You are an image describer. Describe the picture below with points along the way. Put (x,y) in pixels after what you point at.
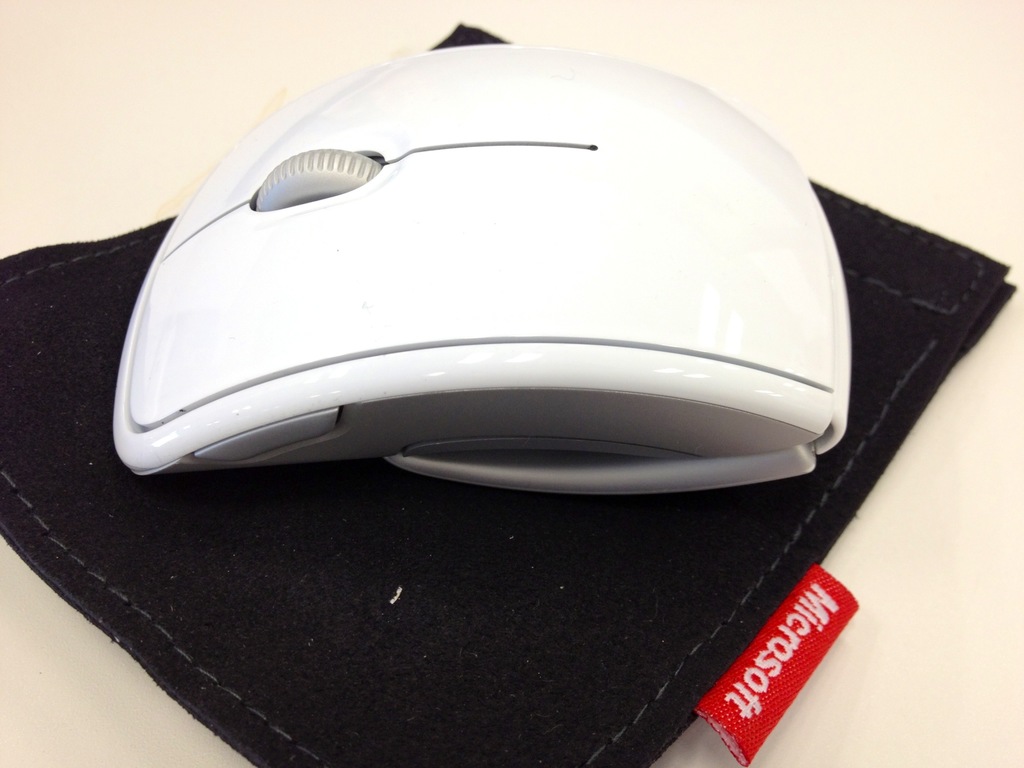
In this image there is a wireless mouse (497,281) on the black color cloth (400,596).
